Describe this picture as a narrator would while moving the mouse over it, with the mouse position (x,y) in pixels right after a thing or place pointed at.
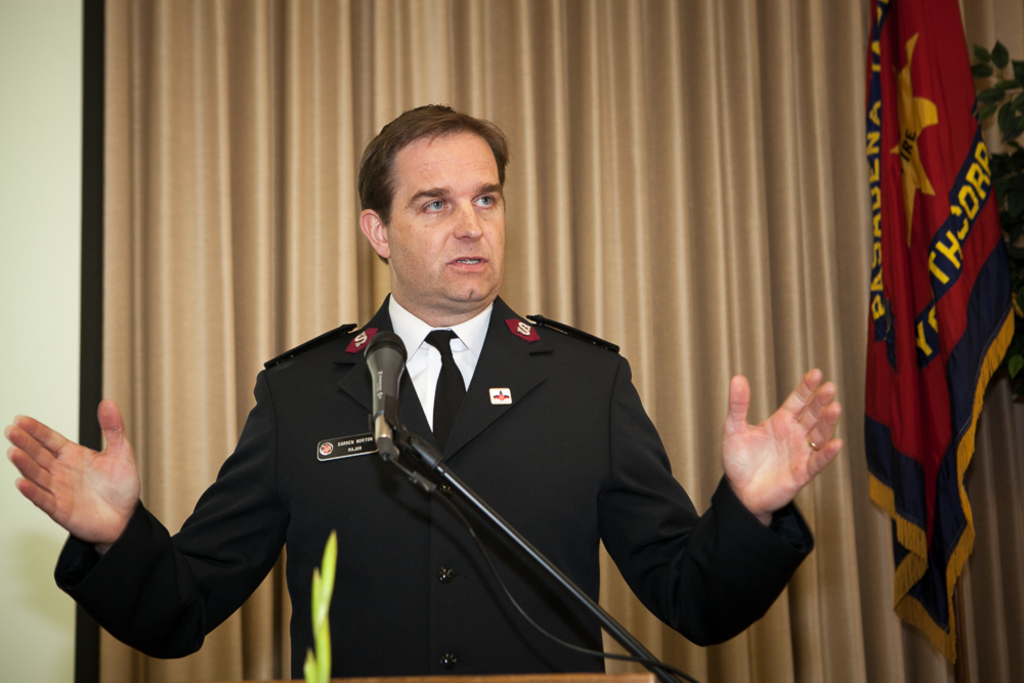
In this image I can see a person (784,568) and the person (525,567) is wearing black blazer (435,471), white shirt (483,332) and black color tie (450,360). In front (435,489) I can see a microphone (402,361), background (967,85) I can see a flag (962,120) in red and yellow color, curtains (442,65) in cream color and the wall (61,139) is in white color.
